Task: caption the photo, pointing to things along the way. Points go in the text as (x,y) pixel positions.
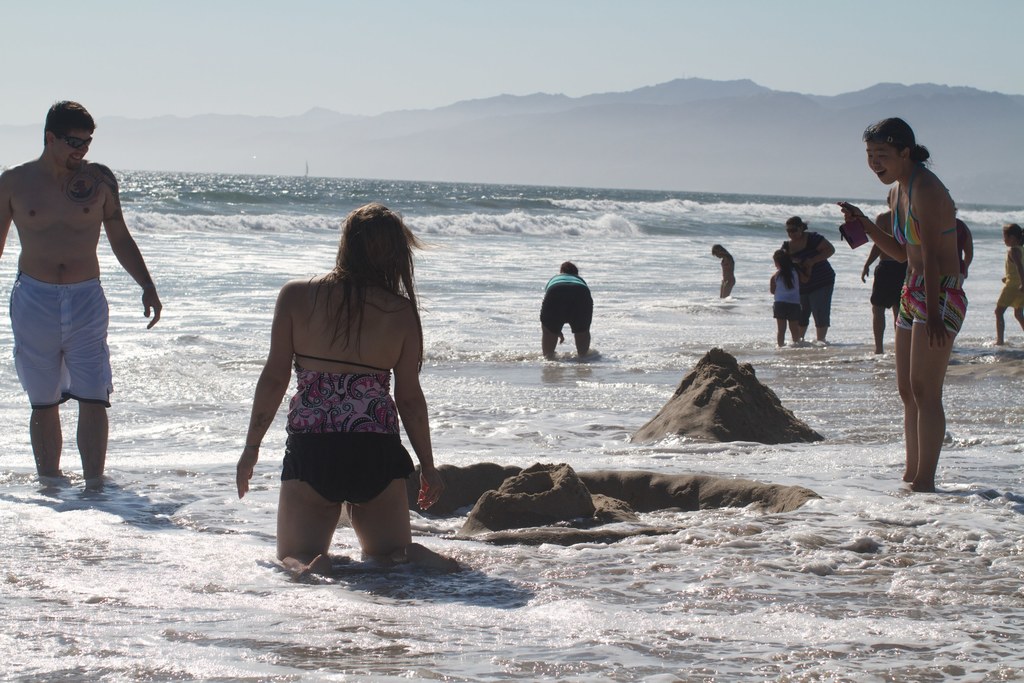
In this image we can see some people (417,398) standing near a large water body (481,350). We can also see some sand castles (595,504). On the backside (556,137) we can see the mountains (650,127) and the sky (420,74) which looks cloudy.
